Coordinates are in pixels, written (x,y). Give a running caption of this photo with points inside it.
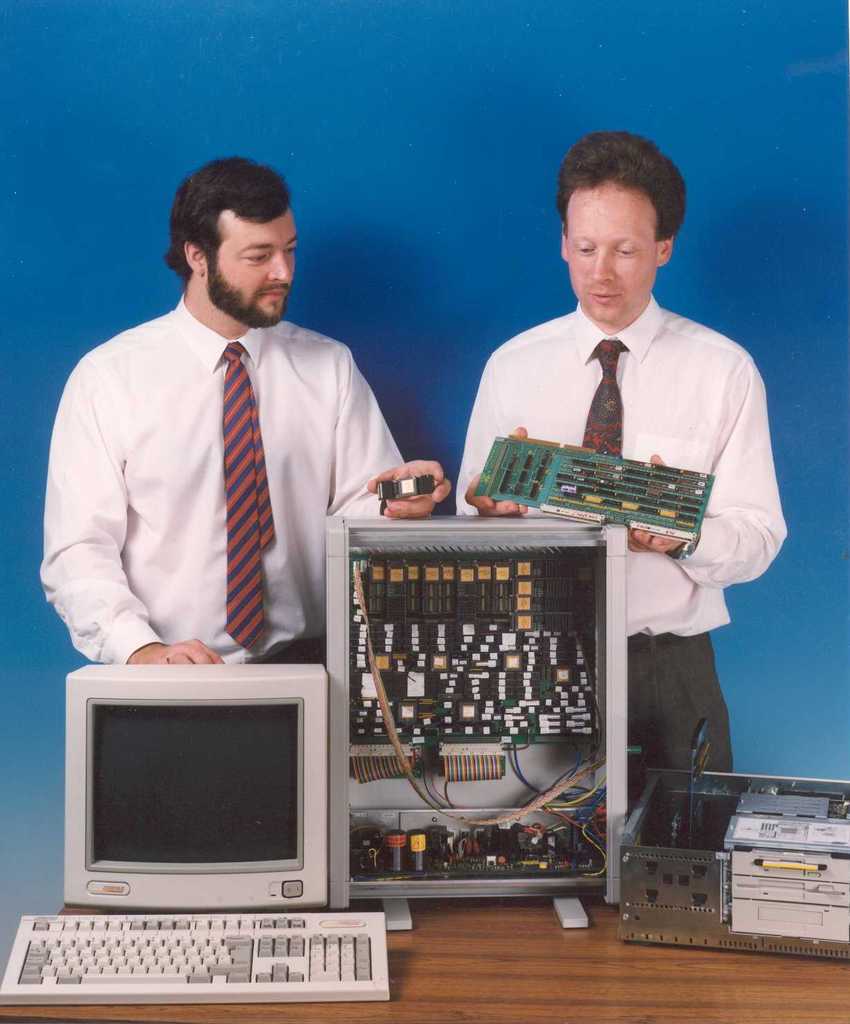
In this image I can see two men (331,420) are standing and I can see both of them are wearing white shirt (287,423) and tie (257,557). I can also see both of them are holding few things (511,481). Here I can see a table (762,1002) and on it I can see a white colour monitor (141,862), keyboard (282,948), CPU (678,872) and an electronic device (417,726). I can also see blue colour in background (361,73).
